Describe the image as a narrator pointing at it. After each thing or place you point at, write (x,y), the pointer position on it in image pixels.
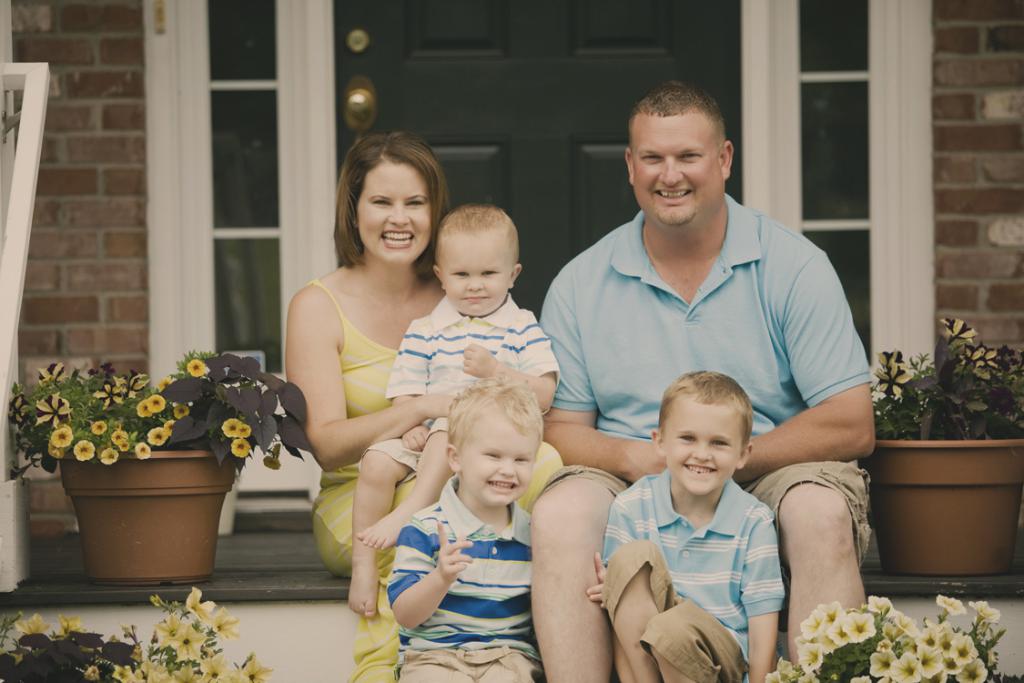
In this picture we can see five people (383,395), house plants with flowers (805,651) and these people (399,357) are smiling. In the background (1021,95) we can see a door (613,88) and the wall (1004,89).
